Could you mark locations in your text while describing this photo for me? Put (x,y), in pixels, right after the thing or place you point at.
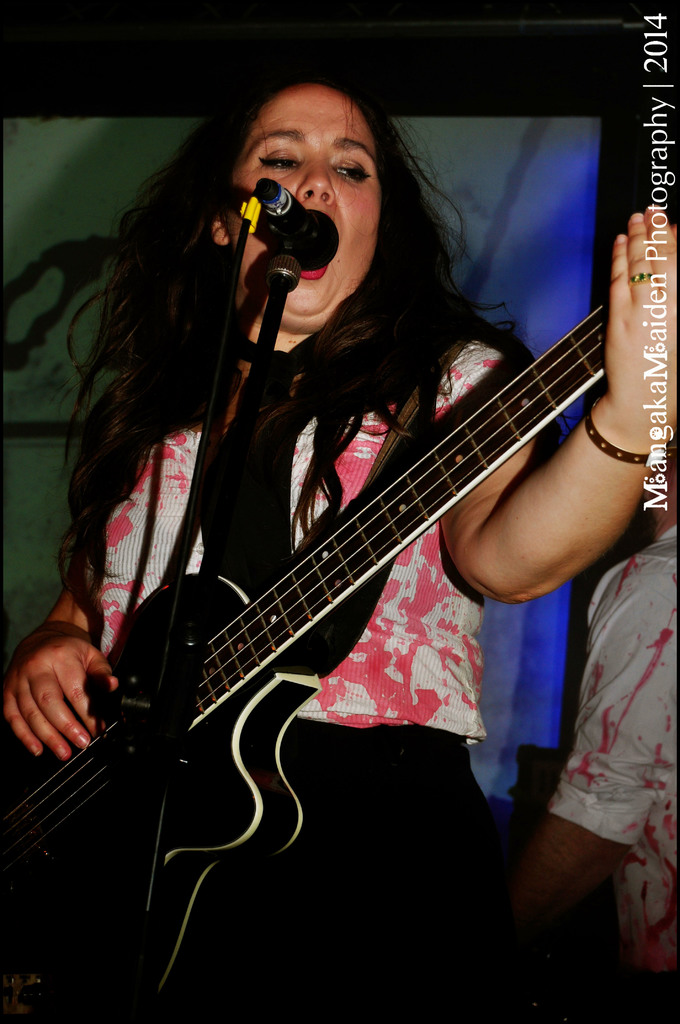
In this image a lady (306,459) is playing guitar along with singing. In front of her there is a mic (267,206). Behind her there is a poster (521,211). In the right (616,739) a person (642,684) is standing.
